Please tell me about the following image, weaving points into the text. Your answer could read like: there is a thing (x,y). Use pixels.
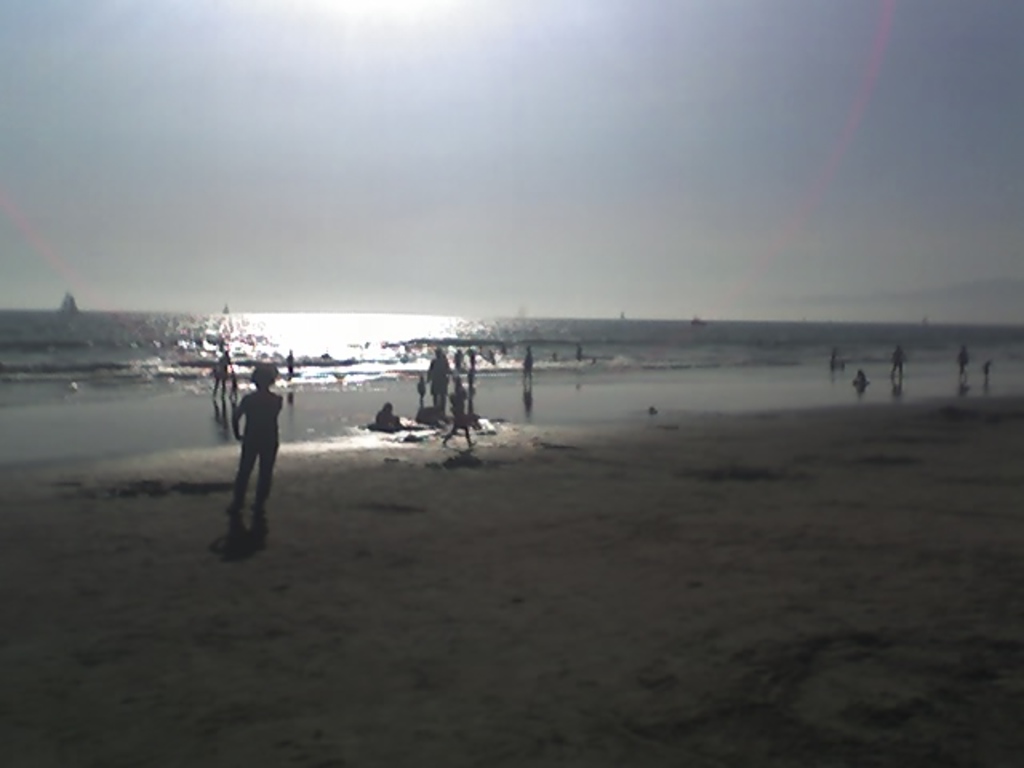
In this picture we can see some people (266,399) standing here, at the bottom (686,665) there is sand (689,658), we can see water (362,344) here, there is sky (422,179) at the top of the picture (377,187).
